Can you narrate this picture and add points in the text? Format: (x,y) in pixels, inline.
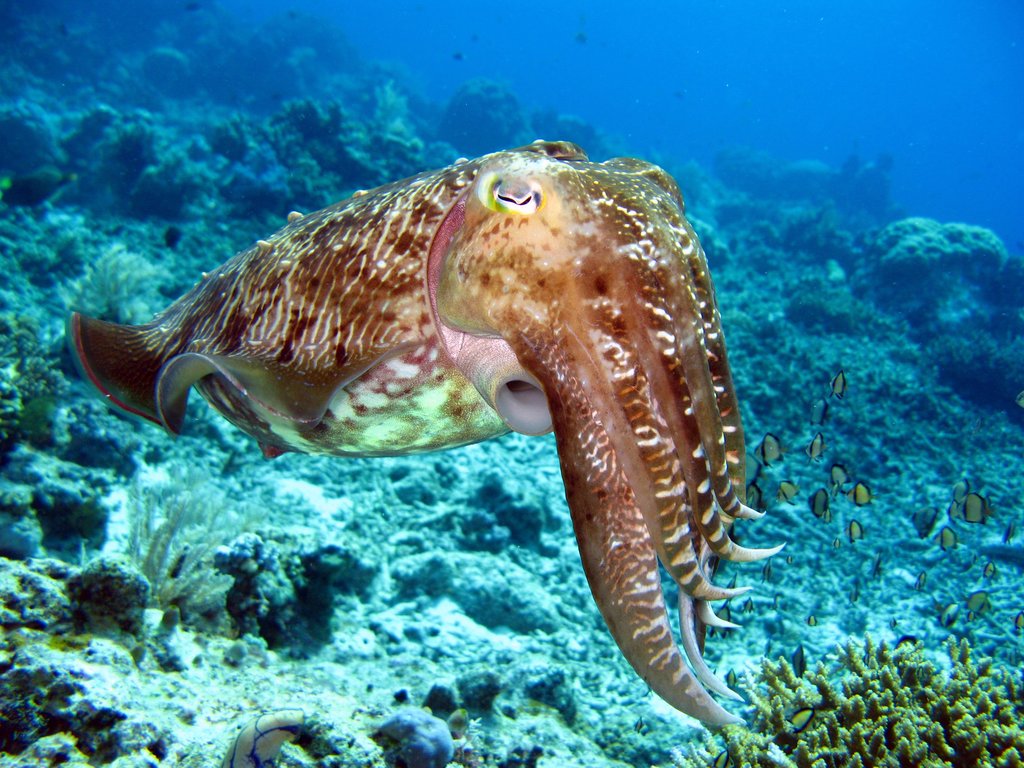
In this image in the center (580,432) there is a cuttlefish (591,378), and at the bottom (318,604) there are some water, plants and some small fishes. And in the background (946,331) also there are some water plants (138,160) and water (804,116).
